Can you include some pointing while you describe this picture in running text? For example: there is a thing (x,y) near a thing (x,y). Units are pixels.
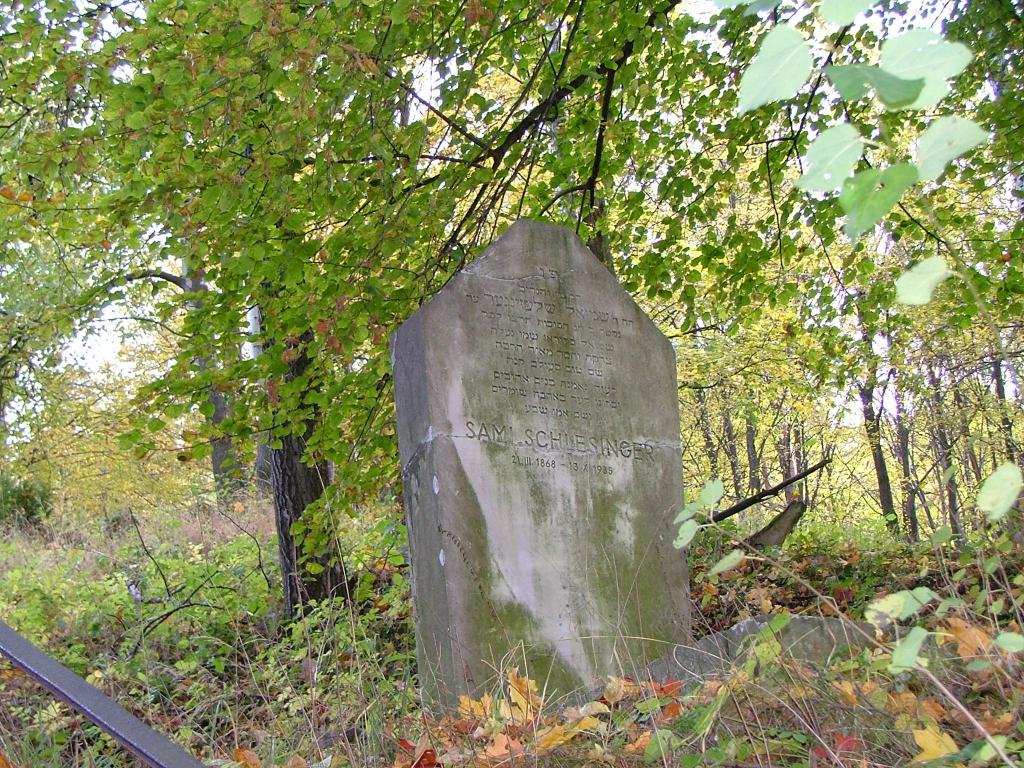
In this image there are plants (762,692) and trees (363,155) on the ground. At the top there is the sky (103,311). In the center (547,504) there is a tomb (519,446). There is text (598,469) it.
